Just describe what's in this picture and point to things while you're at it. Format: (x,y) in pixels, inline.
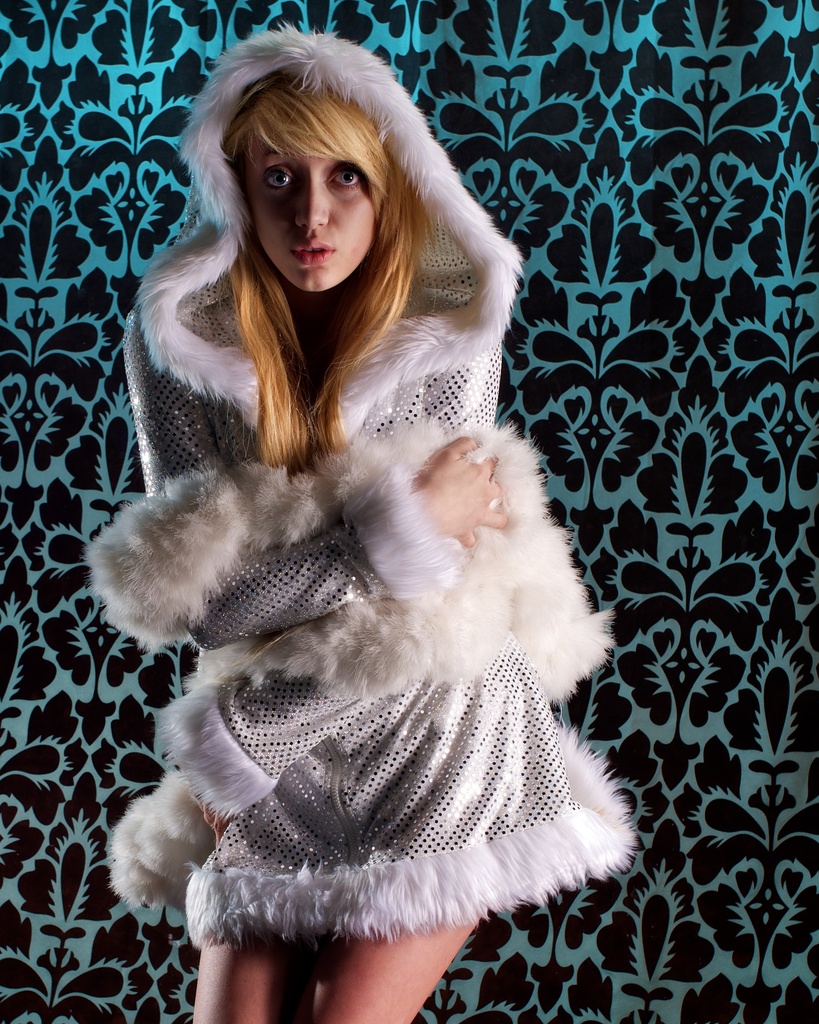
In this image I can see a woman (386,486) wearing white and black colored dress (387,729) is standing. I can see the blue and black colored background (574,371).
